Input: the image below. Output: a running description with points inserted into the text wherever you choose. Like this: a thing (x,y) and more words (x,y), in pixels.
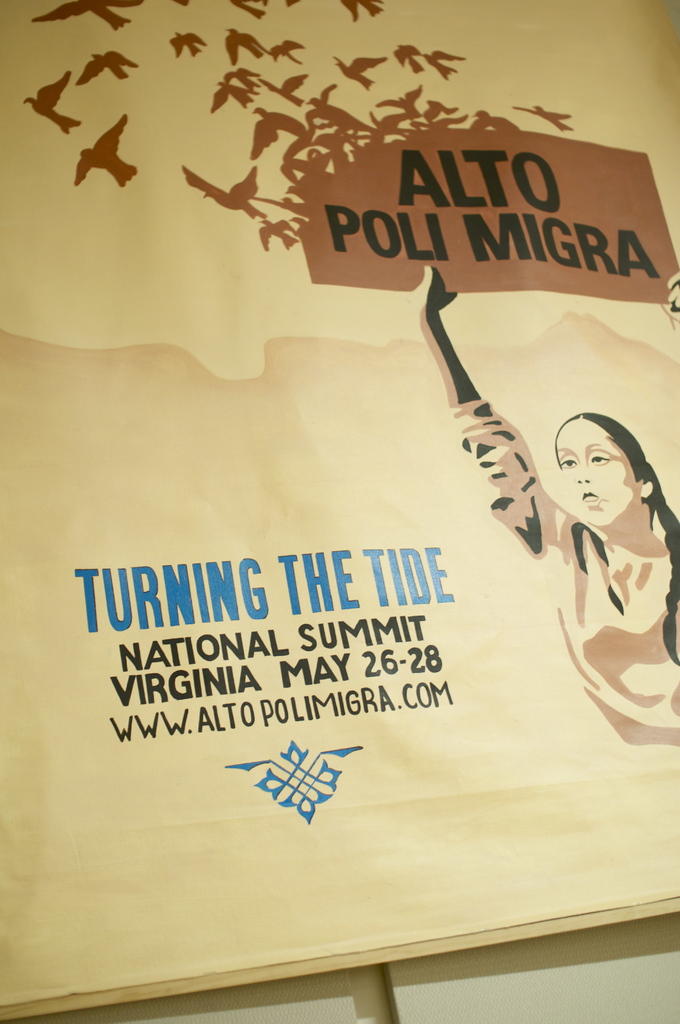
In this picture we can see board (320,681). Something written on this board (401,494). On this board (445,142) there are pictures (531,471) of birds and woman (620,506).
